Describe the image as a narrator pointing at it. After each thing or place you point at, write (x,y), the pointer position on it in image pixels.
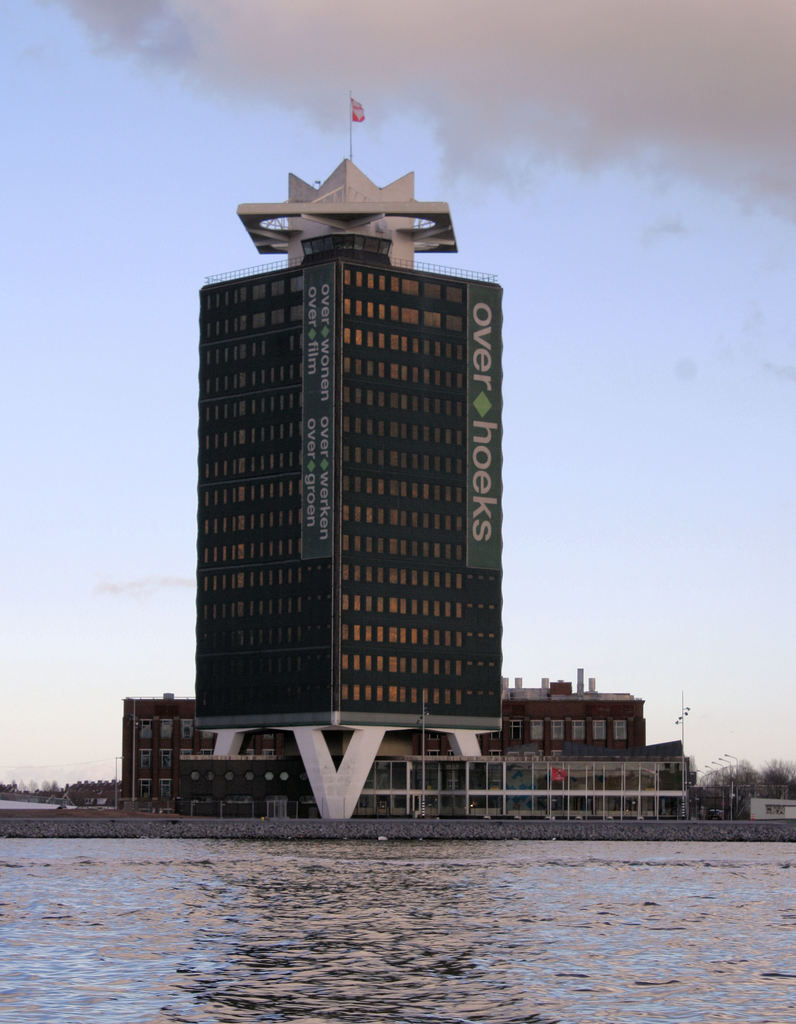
This picture is clicked outside. In the foreground (237,917) we can see a water body (440,909). In the center (410,514) we can see the building (292,611) and we can see the text (480,382) on the boards (471,470) and we can see the metal rods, flag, lampposts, trees (734,782) and the sky (683,429) and some other items (85,819).
